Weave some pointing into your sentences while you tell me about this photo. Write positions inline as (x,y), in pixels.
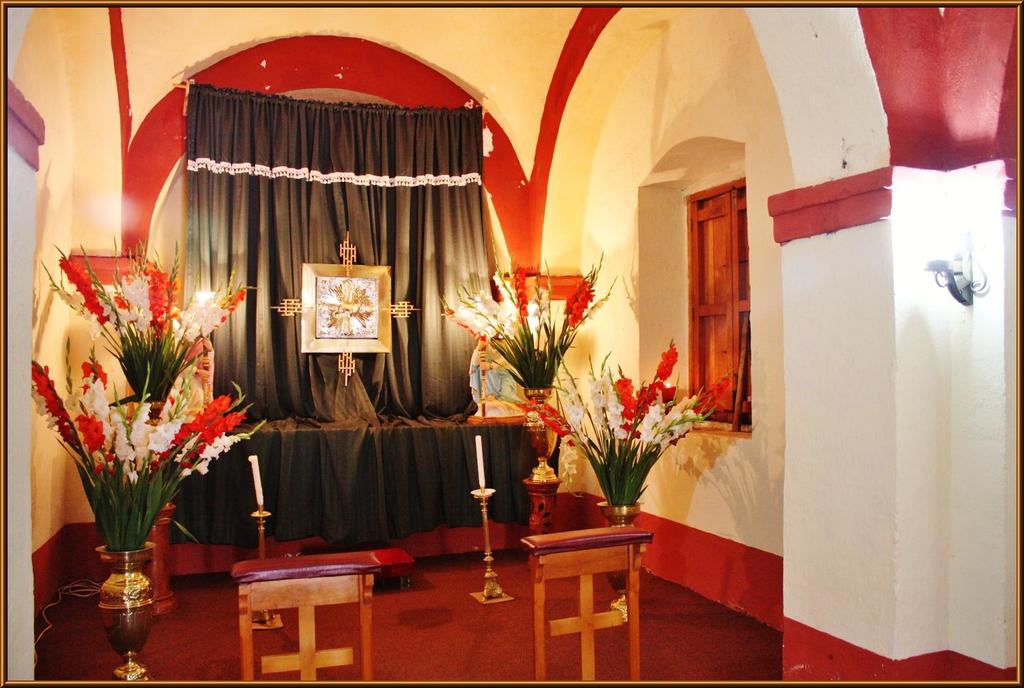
This is a picture of inside of the room (523,26), in this image in the center (369,289) there is a photo frame (369,289), candles (260,499), plants (222,446), flowers (123,479), stools (325,598), curtain (412,297) and there are statues (482,356). And on the right side of the image (734,250) there are pillars (808,255) and window (740,268), and in the background (776,265) there is wall (74,563). At the bottom (442,633) there is floor (174,626).
